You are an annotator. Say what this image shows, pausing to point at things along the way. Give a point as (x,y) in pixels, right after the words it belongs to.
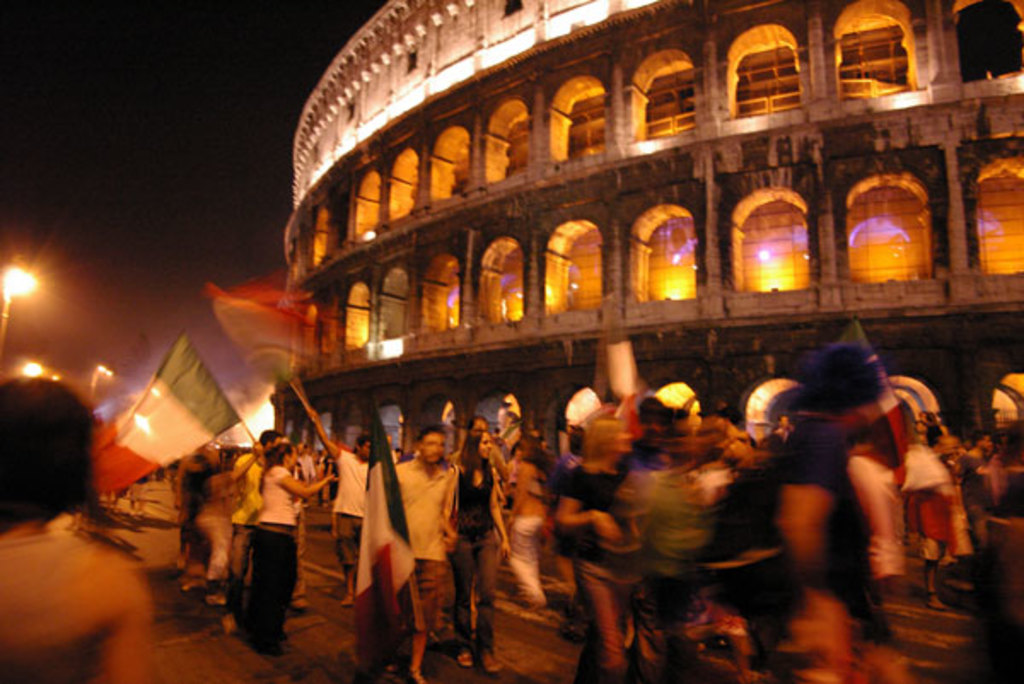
In this picture I can see group of people (629,535) standing and holding flags (274,374), there is a building (630,297) and there are lights (267,422).
